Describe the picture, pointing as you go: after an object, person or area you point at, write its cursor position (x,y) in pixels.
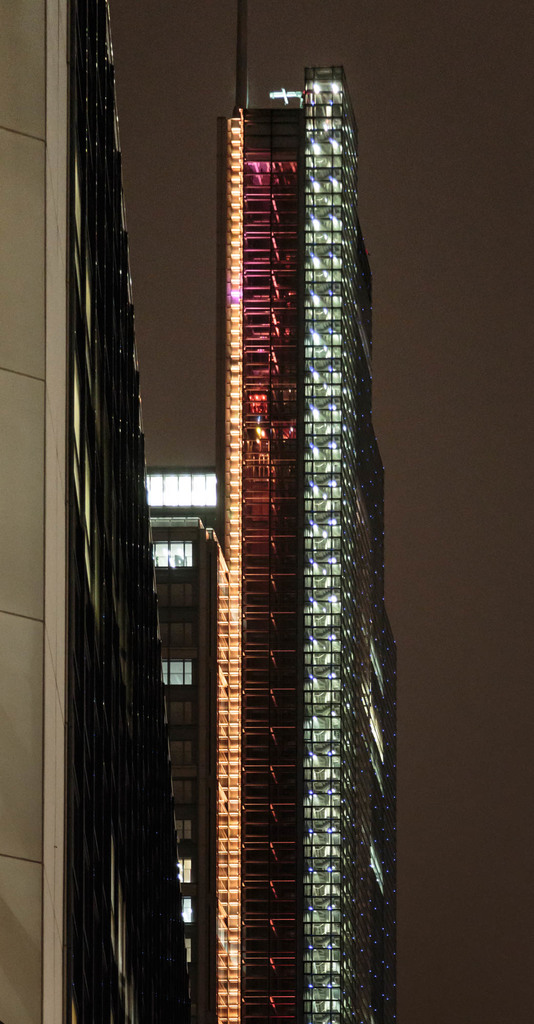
In this image there are buildings (250,421), and in the background (431,243) there is sky (507,652).
